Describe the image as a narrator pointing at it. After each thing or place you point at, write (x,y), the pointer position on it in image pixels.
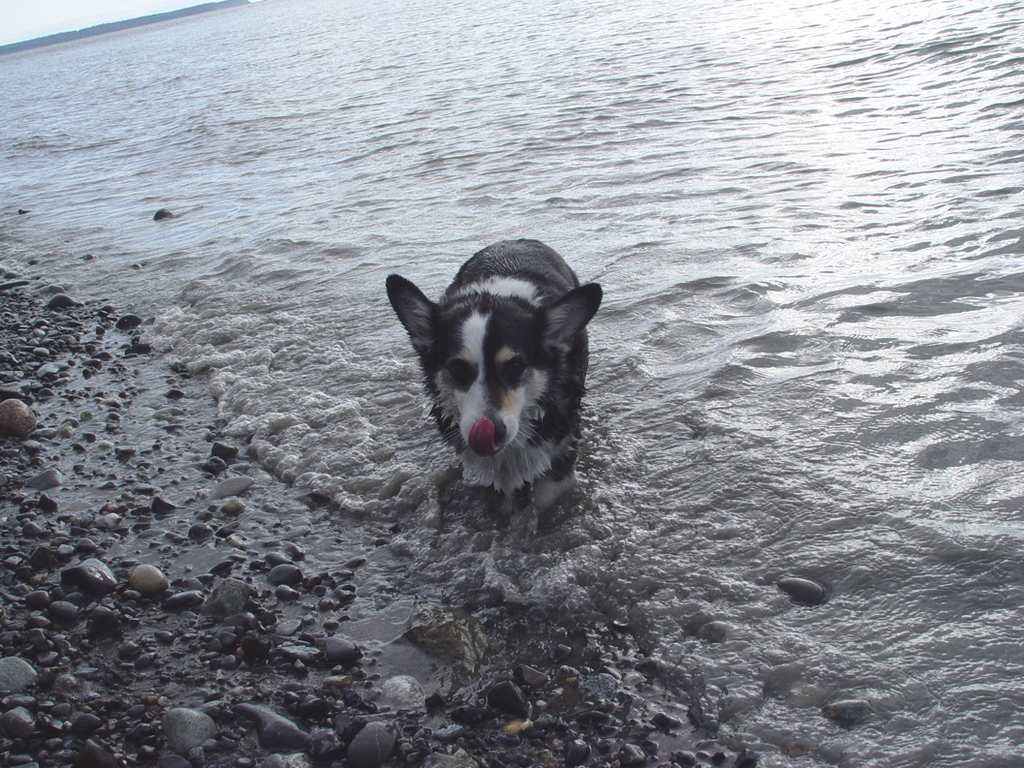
In this image I can see a dog (482,429) standing in the water (447,112). There are stones (82,749) on the left (191,748).
